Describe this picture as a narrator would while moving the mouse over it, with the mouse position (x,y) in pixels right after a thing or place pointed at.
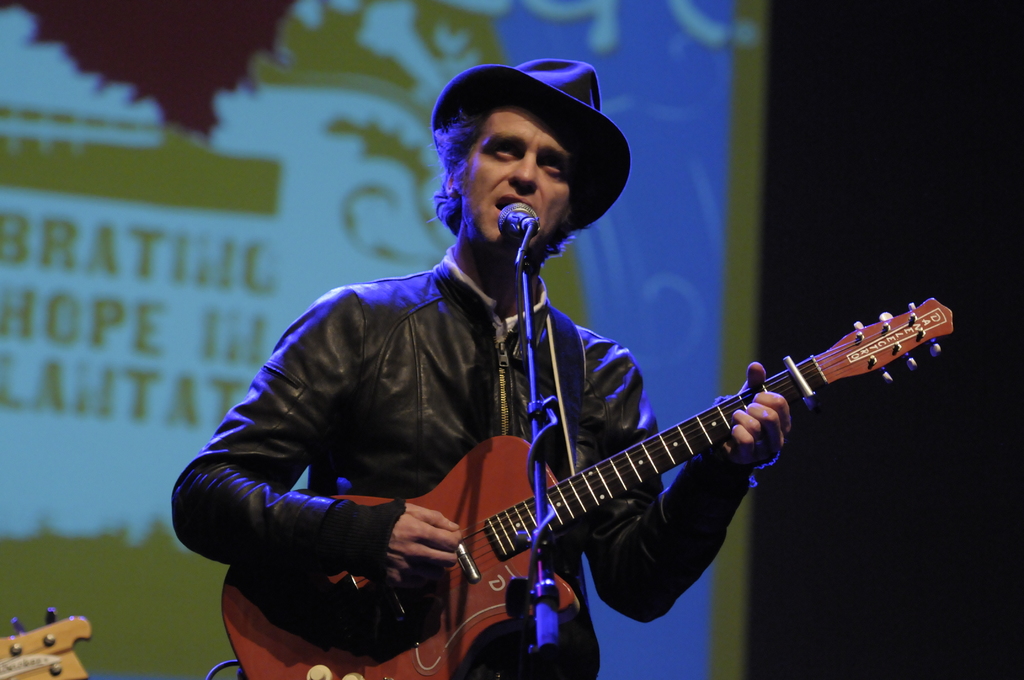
On the background (147,125) we can see screen (149,97). At the right side of the picture (933,191) it is completely dark. We can see a man (498,266) standing in front of a mike (515,230) wearing a black hat (563,101) and a jacket (494,407), singing and playing guitar (488,500).
